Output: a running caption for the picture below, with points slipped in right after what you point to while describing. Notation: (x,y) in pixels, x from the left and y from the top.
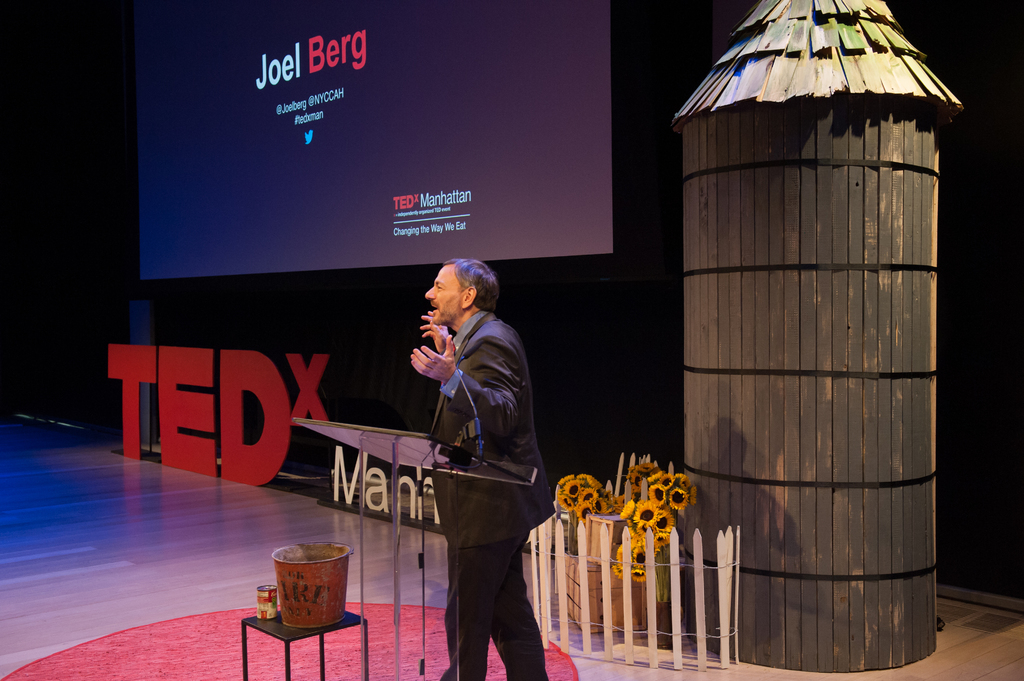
In front of the picture, we see a man (498,443) is standing. He is trying to talk something. In front of him, we see the podium (352,441). Beside that, we see a stool (272,635) on which bucket (298,617) and the paint box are placed. Behind him, we see the picket fence (630,610) and flower vases (648,474). Behind that, it looks like a wooden hut (711,549). In the background (337,232), we see the board (267,442) and a projector screen (320,124) with some text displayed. In the background (66,331), it is black in color. This picture might be clicked in the conference hall (138,505).
